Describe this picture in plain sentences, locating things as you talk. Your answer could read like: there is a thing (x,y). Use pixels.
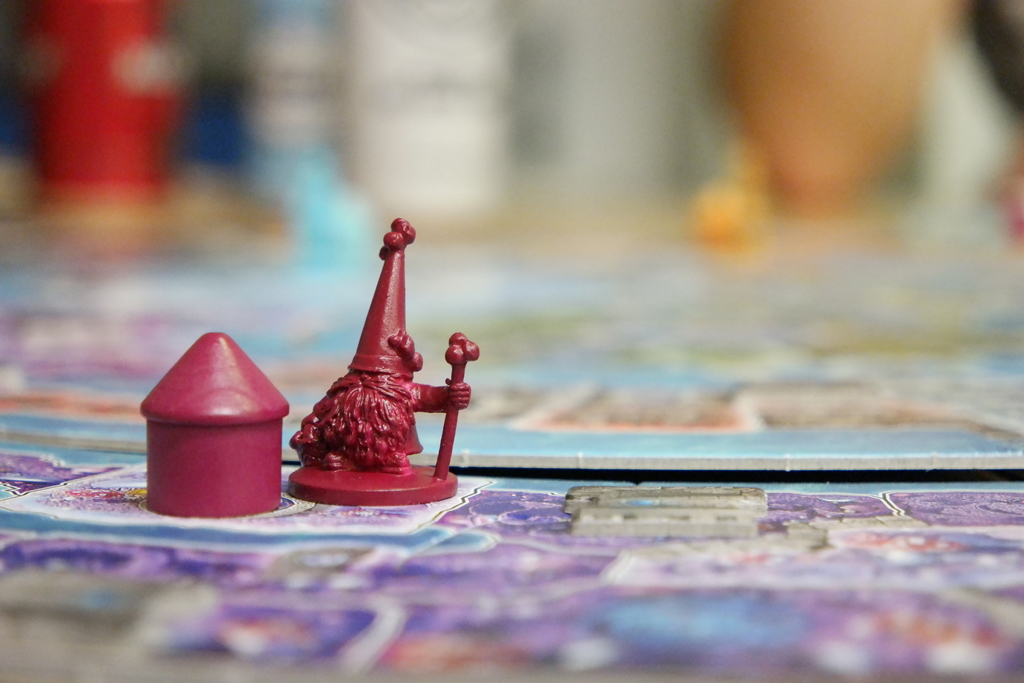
In this picture there are objects (369,447). At the bottom (700,484) it looks like a board (513,577). At the back (780,270) the image is blurry.
